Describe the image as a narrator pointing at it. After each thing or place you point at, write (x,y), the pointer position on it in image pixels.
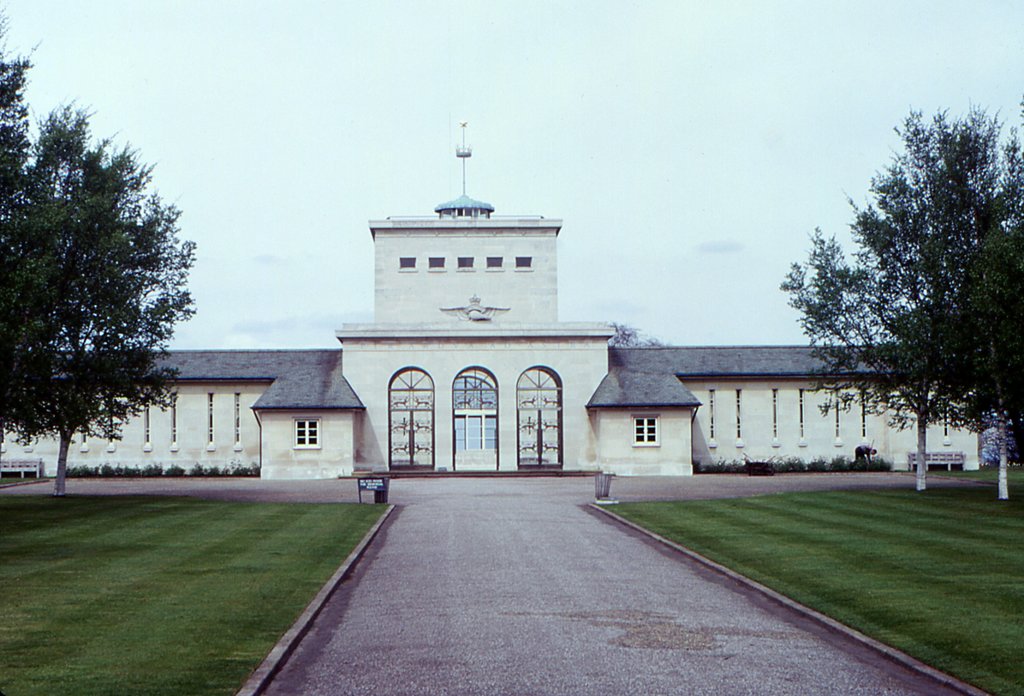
In this image there is a building (442,369), in front of the building (498,431) there is pavement (470,551), beside the pavement (495,531) there's grass (317,551) on the surface (810,517), on the grass (313,537) there are trees (974,403).
